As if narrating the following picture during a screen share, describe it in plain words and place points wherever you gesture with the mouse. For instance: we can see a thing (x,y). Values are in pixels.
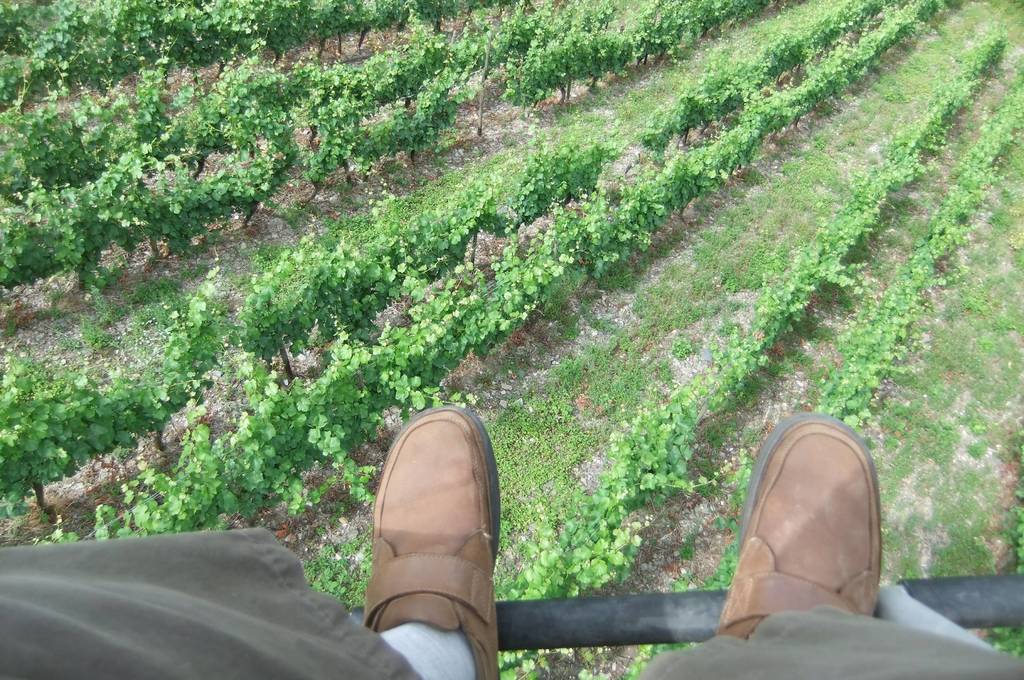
In the foreground of the picture (466,584) we can see the feet (762,586) of a person (806,615) lies on an iron object (703,604). In the center of the picture (557,378) there are plants (416,381) might be a field (449,102).
